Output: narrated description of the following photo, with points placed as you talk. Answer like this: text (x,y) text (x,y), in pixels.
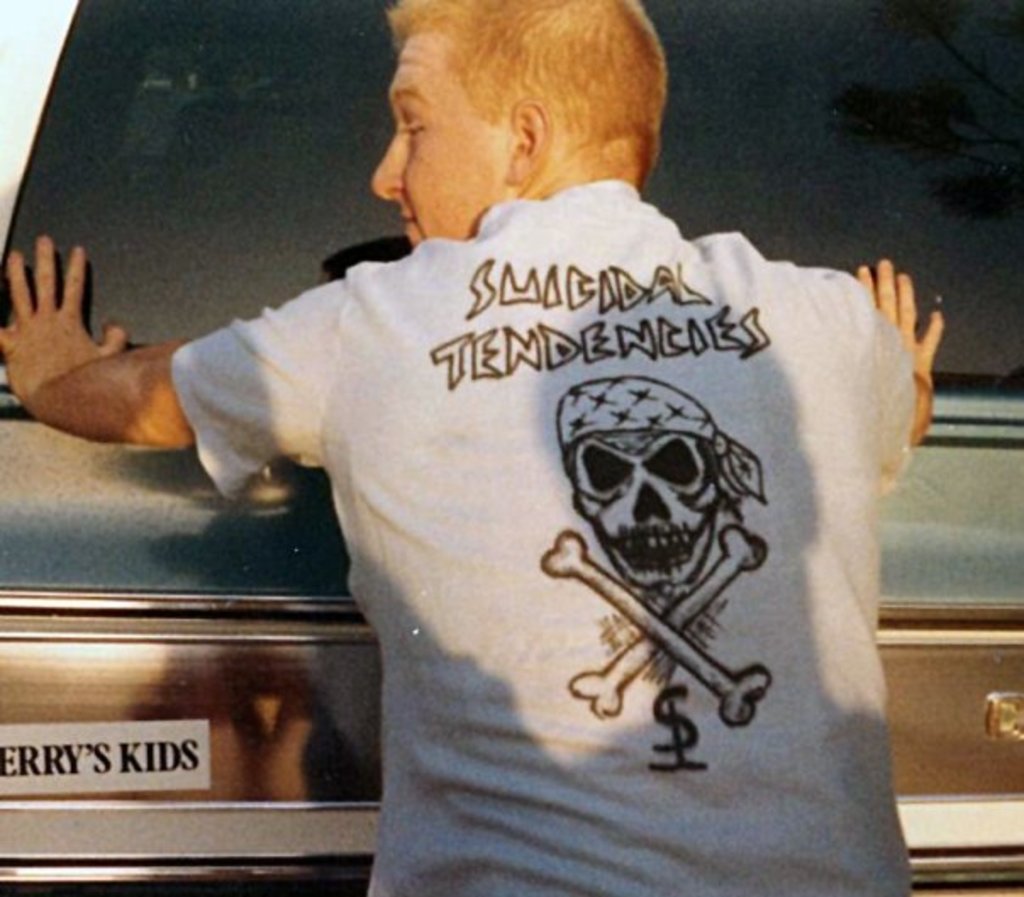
In this picture there is a man (562,471) with white t-shirt (546,436) and there is text (619,342) on the t-shirt (490,319). At the back (84,170) it looks like a vehicle (281,730) and there is text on the vehicle (108,841).
